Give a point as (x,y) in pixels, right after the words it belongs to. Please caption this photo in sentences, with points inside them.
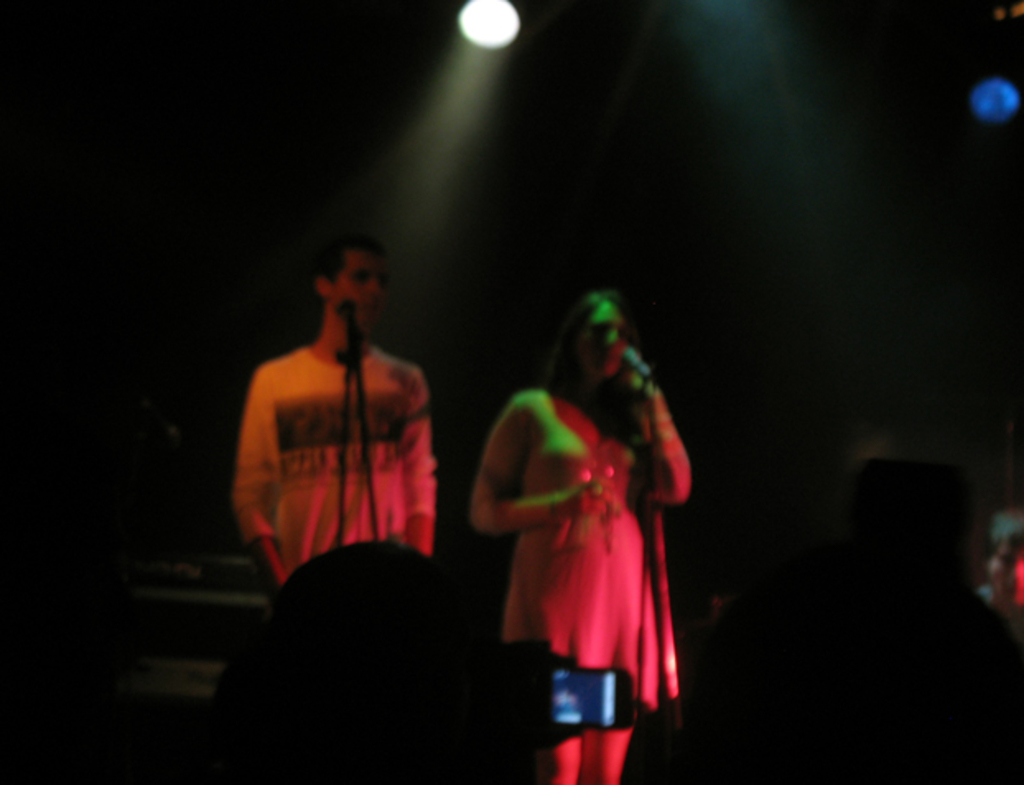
Here we can see focusing light (491,47). In-front of these people (316,497) there are mics (642,363).
